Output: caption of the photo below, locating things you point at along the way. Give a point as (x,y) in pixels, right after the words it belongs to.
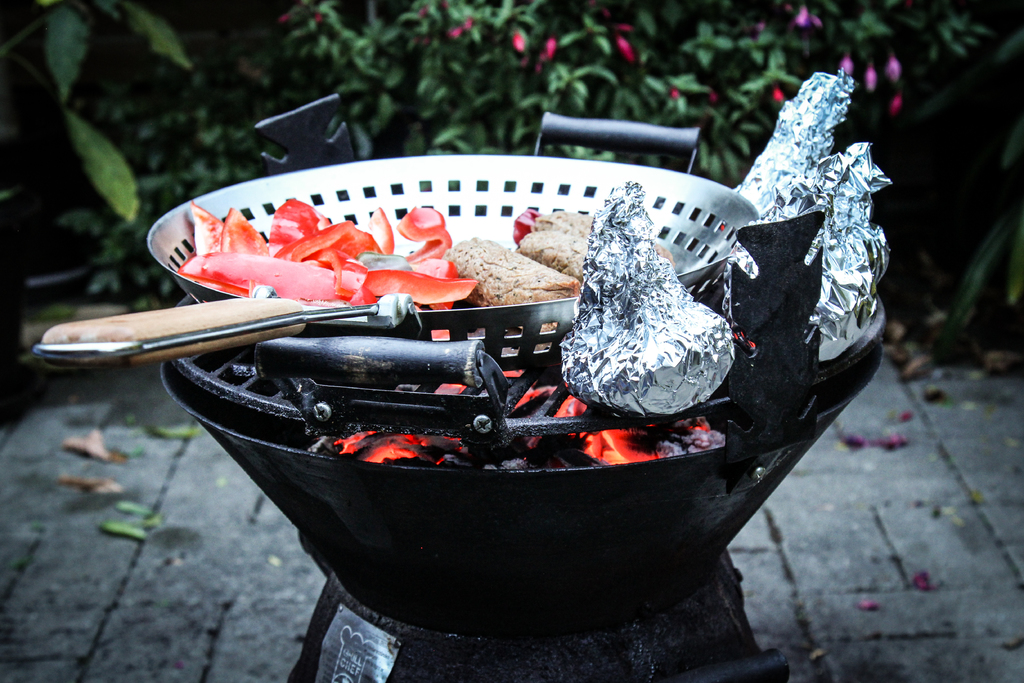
In this image in the foreground (453,425) there is one stove (623,594), on that stove (330,404) there is one pan (452,229) in that pan (502,230) there are some food items (439,269) and a silver covers (619,339). At the bottom (98,512) there is a walkway (807,600), and in the background (376,153) there are some plants (221,115).
